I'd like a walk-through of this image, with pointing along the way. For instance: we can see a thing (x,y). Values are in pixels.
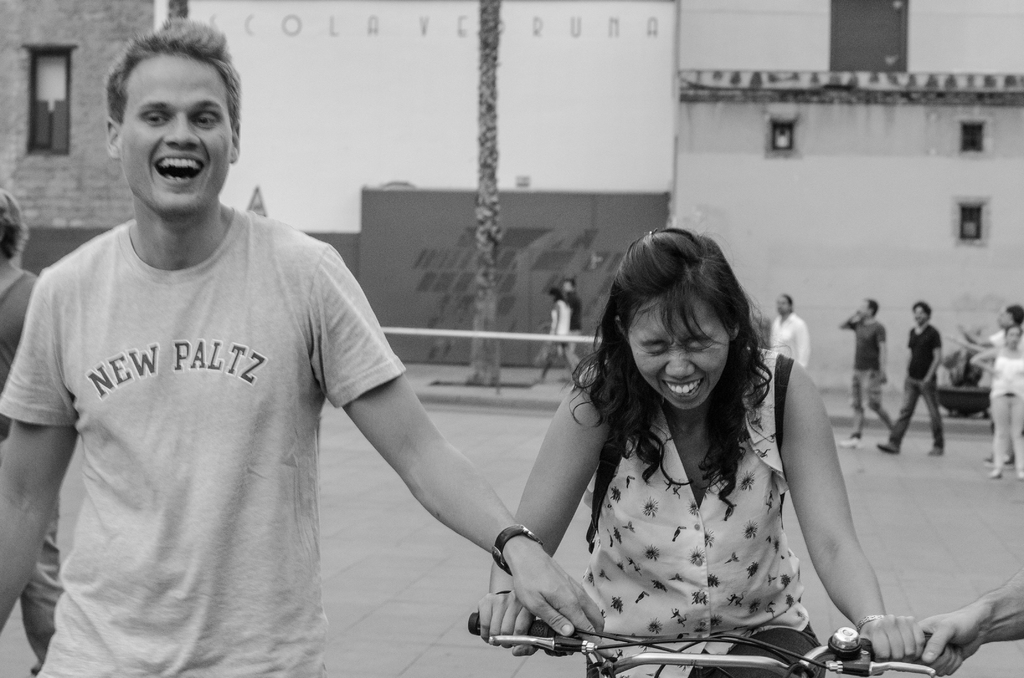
This is a black and white picture. Here we can see a woman (754,511) on the bicycle (850,669). He is laughing. This is road (341,576). There are some persons (37,632) are walking on the road (988,530). This is a building (97,37) and there is a window (64,93). And this is wall (865,210).
